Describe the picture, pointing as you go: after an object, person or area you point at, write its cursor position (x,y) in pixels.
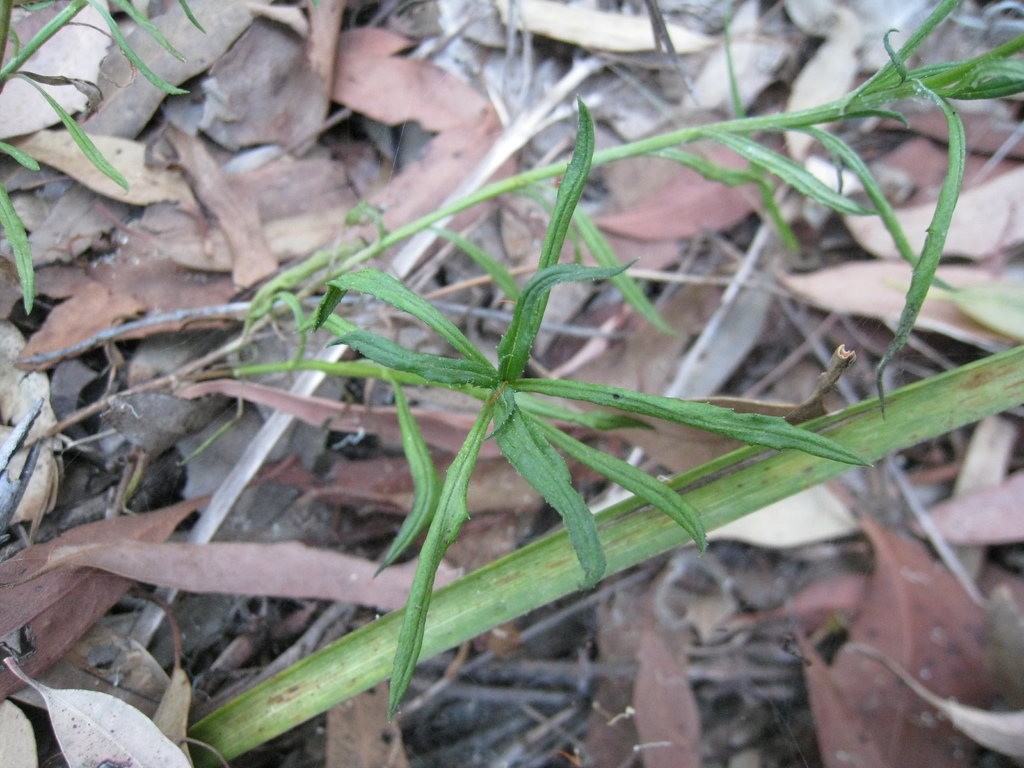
In this picture we can see a plant (422,513) here, at the bottom (797,653) there are some leaves (841,701).
